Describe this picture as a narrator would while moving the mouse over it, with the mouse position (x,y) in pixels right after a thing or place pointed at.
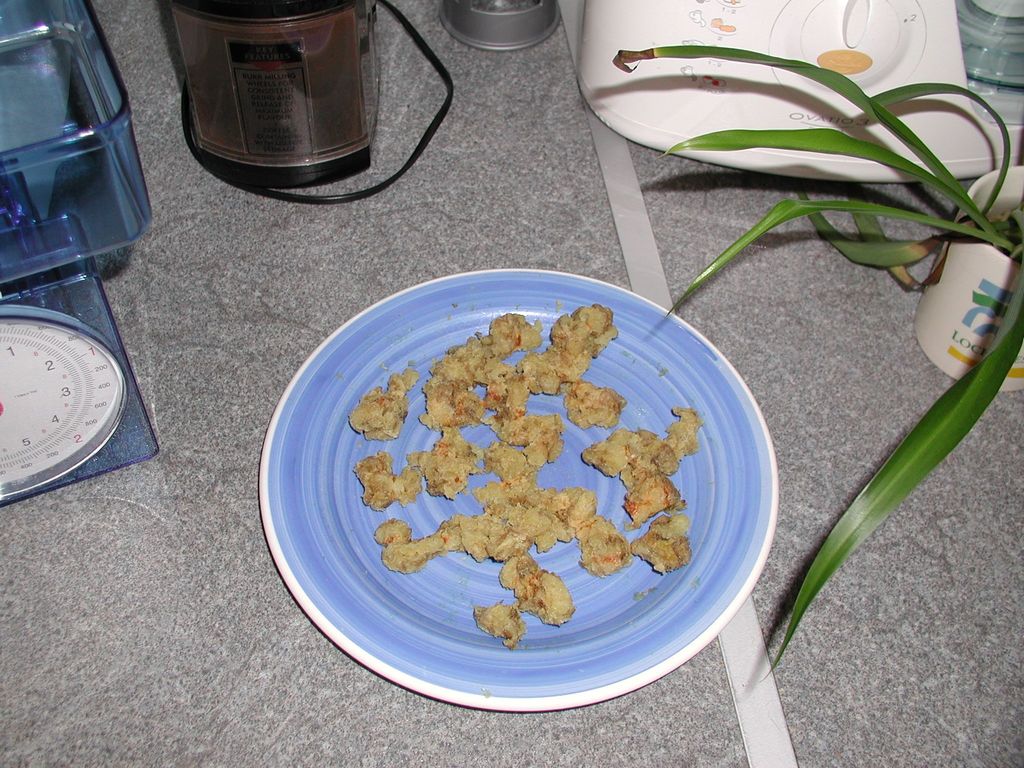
In this image, I can see a mixer (361,67), plate (571,455) with a food item (513,451) and few other objects (302,168), which are placed on the countertop (329,308). I think this is a plant (945,180) with the leaves (944,410).
